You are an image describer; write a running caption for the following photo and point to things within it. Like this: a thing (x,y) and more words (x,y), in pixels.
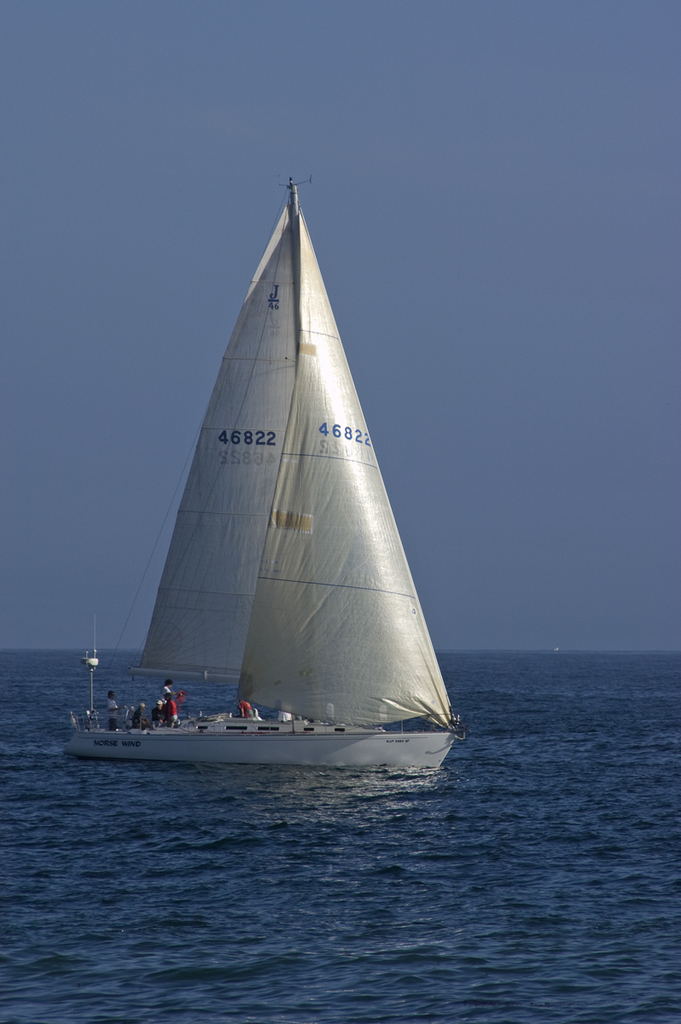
In this picture we can see some people (134,714) on the boat (224,750) and the boat (231,740) is on the water (211,697). Behind the boat (242,558) there is the sky (99,360).
